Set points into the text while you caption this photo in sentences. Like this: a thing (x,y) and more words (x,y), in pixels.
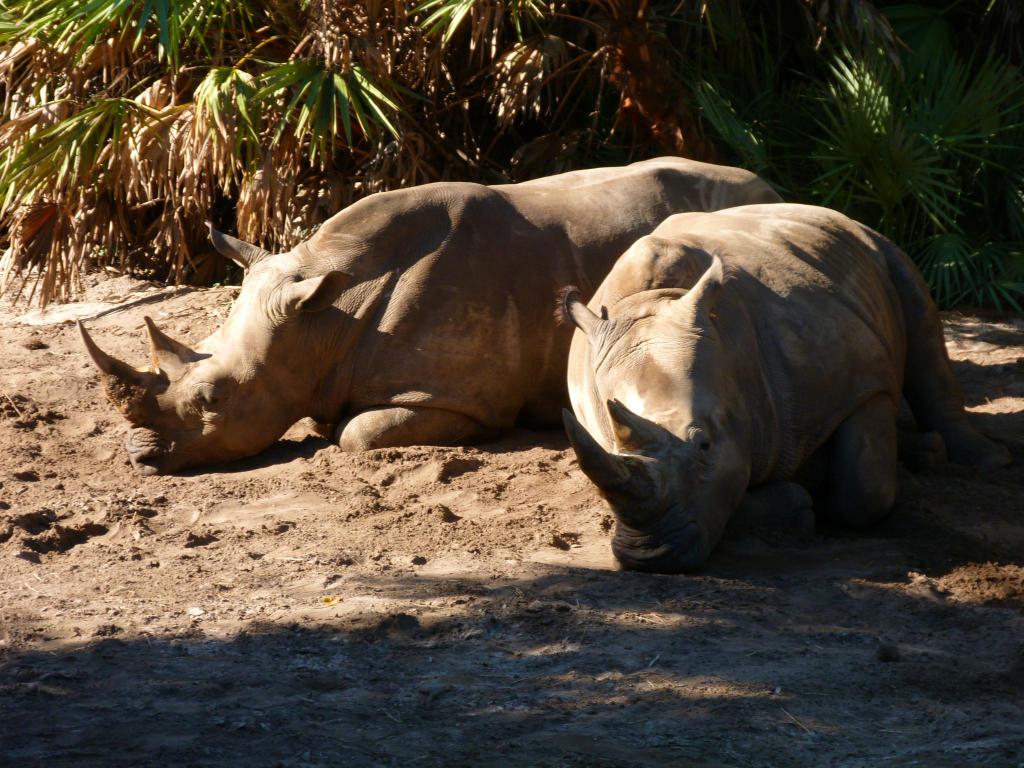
Front we can see two rhinoceros (324,227). Background (624,108) there are plants (472,104).
